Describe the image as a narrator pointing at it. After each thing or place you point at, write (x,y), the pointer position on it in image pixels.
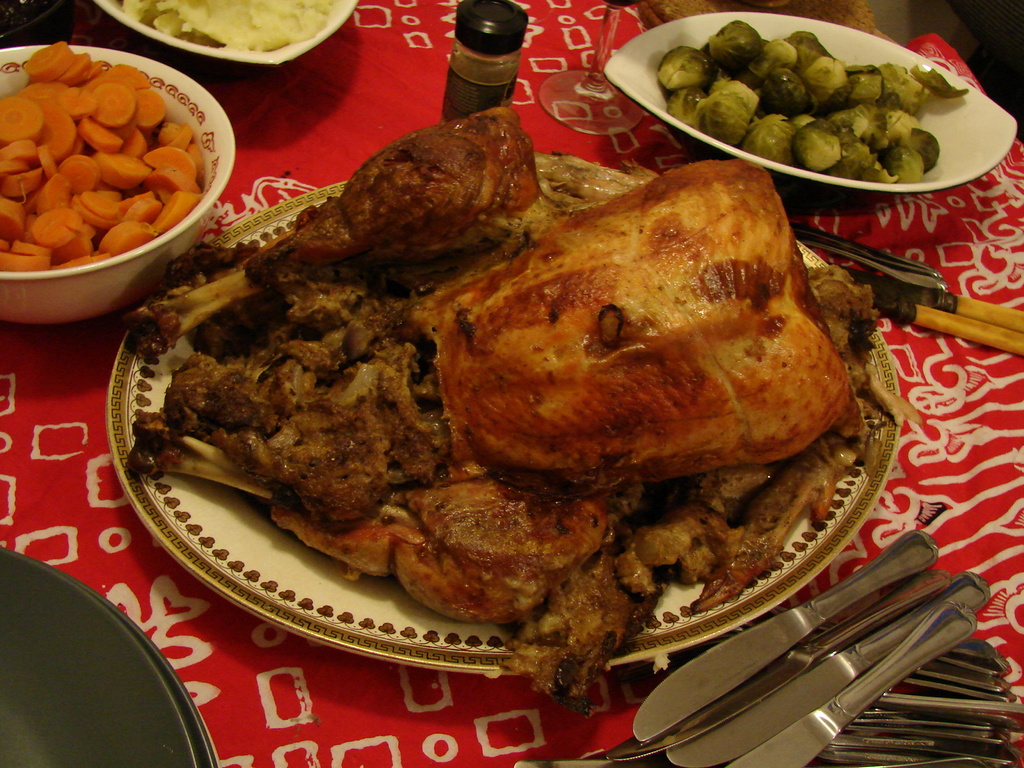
In this picture, we can see some food items (175,305) served in plate (233,241) and bowl (670,120), and we can see some objects (942,611) on the table (795,205) and the table (795,205) is covered with cloth (971,558).
